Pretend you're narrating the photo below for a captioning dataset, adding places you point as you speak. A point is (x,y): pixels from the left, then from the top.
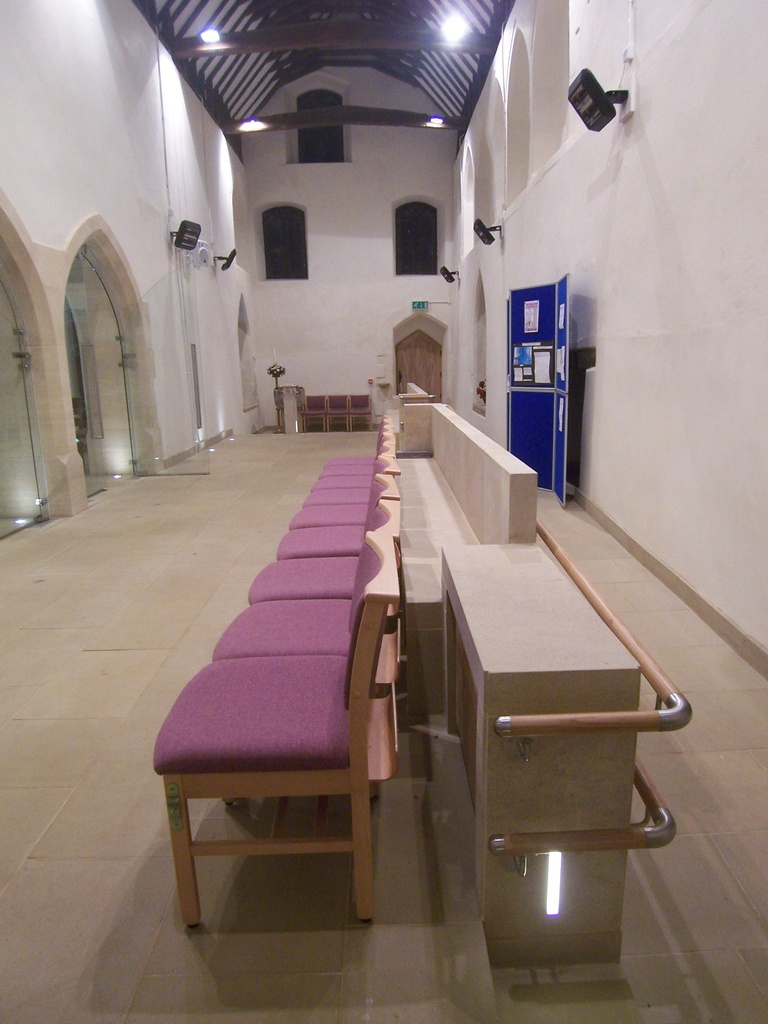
In this picture we can see chairs (356,395) on the floor (220,517), boards (513,378) with posters (543,371) on it, lights (206,34), walls (13,155), arches (24,289), some objects (471,452) and in the background (422,350) we can see a door (435,367), windows (401,253), roof (325,24).
